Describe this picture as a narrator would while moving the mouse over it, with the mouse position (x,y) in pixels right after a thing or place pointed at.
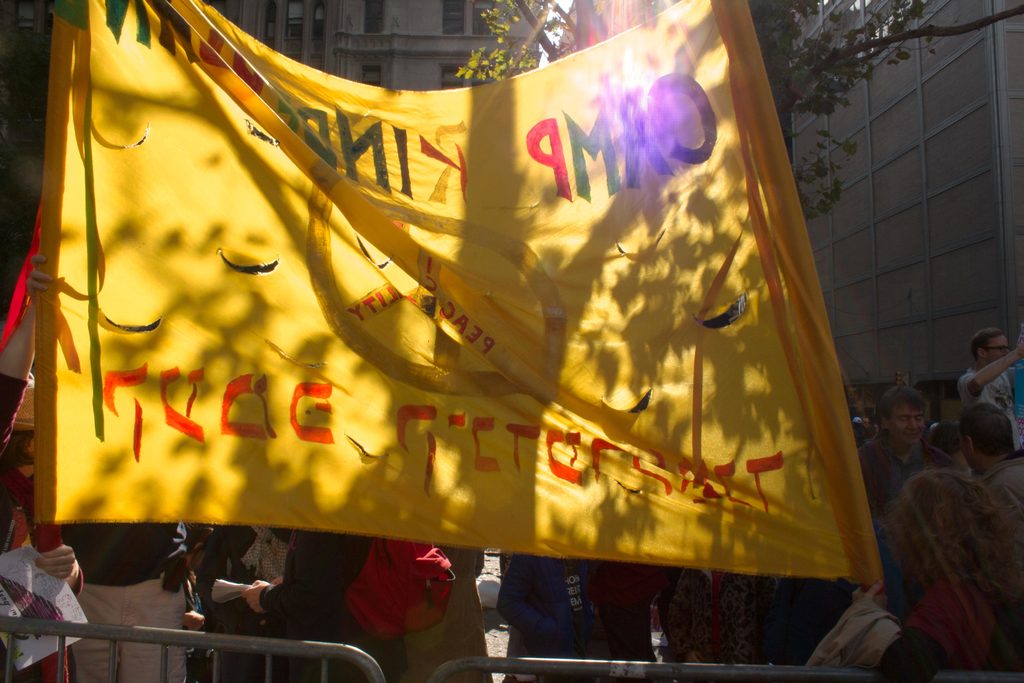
In this picture I can see there are a few people (867,612) standing and they are holding a banner (408,405), there is a tree (766,32) behind the banner (753,31), there are a few more people (513,581) standing, there is a railing (717,671). In the backdrop (936,136), there are buildings (934,140) with windows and it looks like the sky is clear and sunny.
